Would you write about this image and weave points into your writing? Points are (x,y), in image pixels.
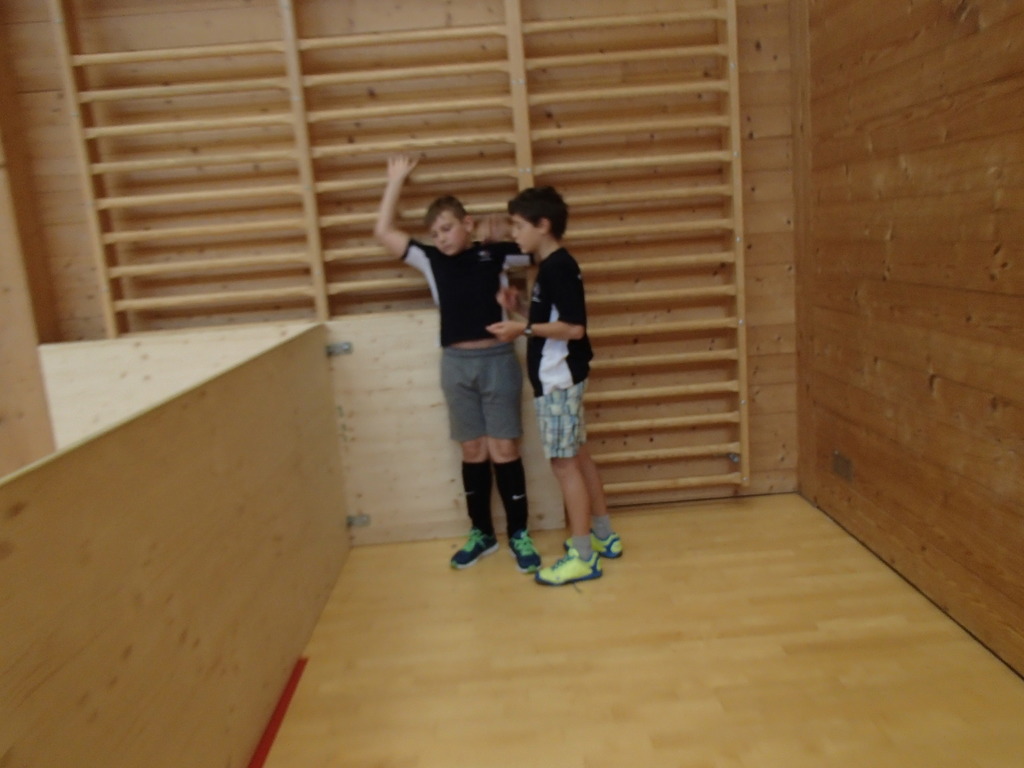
In the center of the image (534,327) we can see two boys (585,359) are standing. In the background of the image (687,423) wall (660,403) is there. At the bottom of the image (738,720) floor (764,725) is present.
